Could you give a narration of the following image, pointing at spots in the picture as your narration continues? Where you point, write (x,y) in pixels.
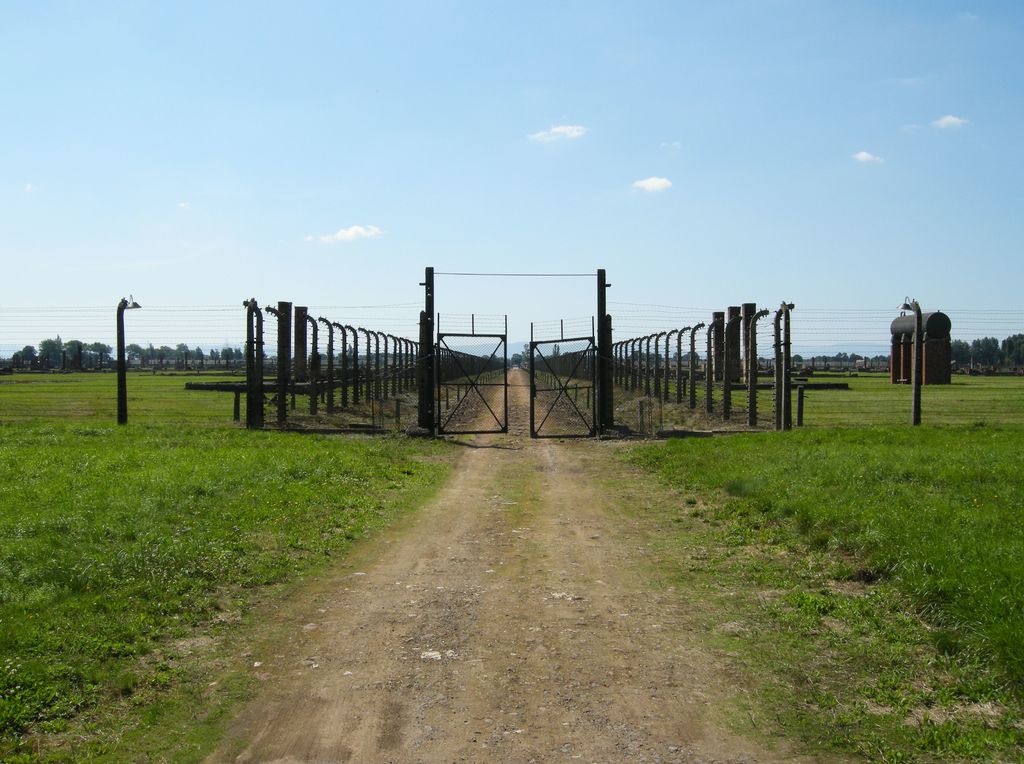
In this image I can see few poles (692,395), wires (669,368), gate (534,422), trees (984,347) and brown and black color object (938,350). I can see the green color grass (881,389). The sky (726,186) is in white and blue color.
